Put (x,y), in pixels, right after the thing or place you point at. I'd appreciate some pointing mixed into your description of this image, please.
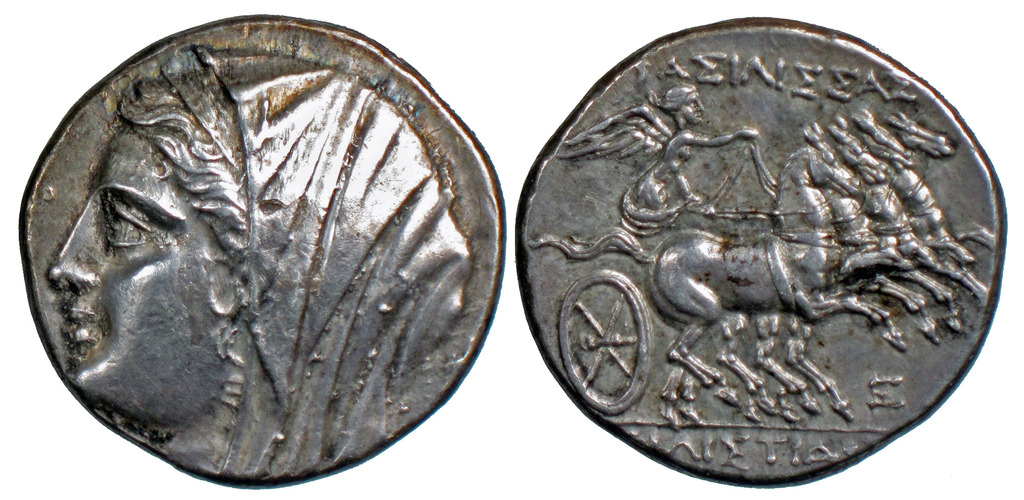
In this image, on the right side (789,154), we can see a coin (812,156), on the coin (857,196), we can see some pictures (771,226). On the left side (285,257), we can also see another coin (125,286), on that coin (146,298), we can also see some pictures (360,372). In the background (61,19), we can see white color.
